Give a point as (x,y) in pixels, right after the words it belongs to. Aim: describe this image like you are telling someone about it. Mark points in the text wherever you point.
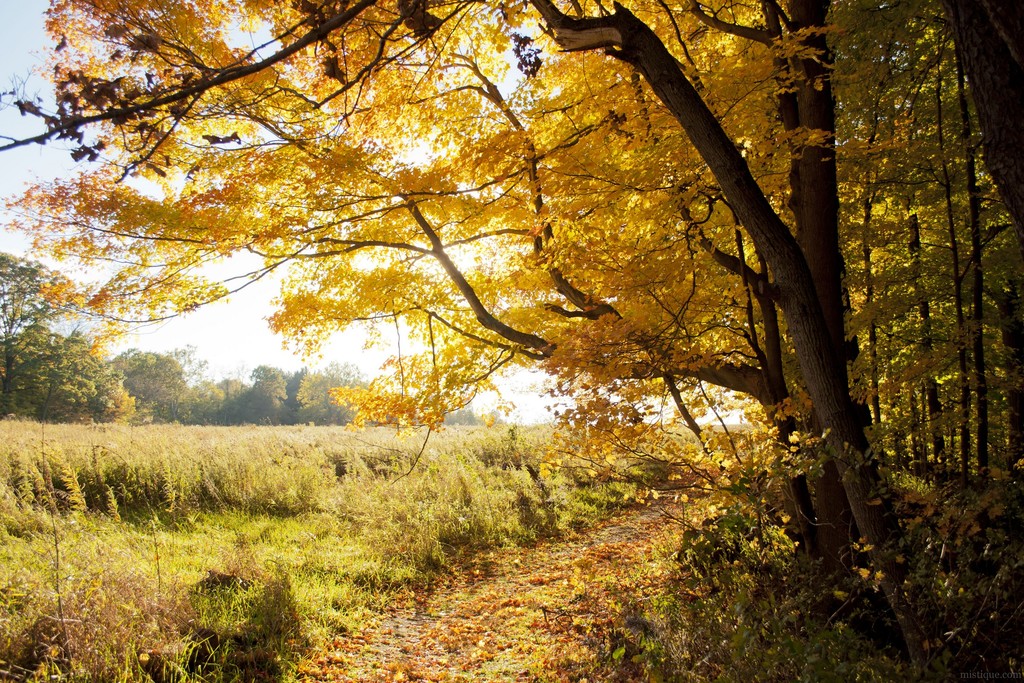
In this image I can see number of trees (786,342) in the front (681,354) and in the background (13,367). I can also see grass (386,579) in the centre of this image (500,445).
